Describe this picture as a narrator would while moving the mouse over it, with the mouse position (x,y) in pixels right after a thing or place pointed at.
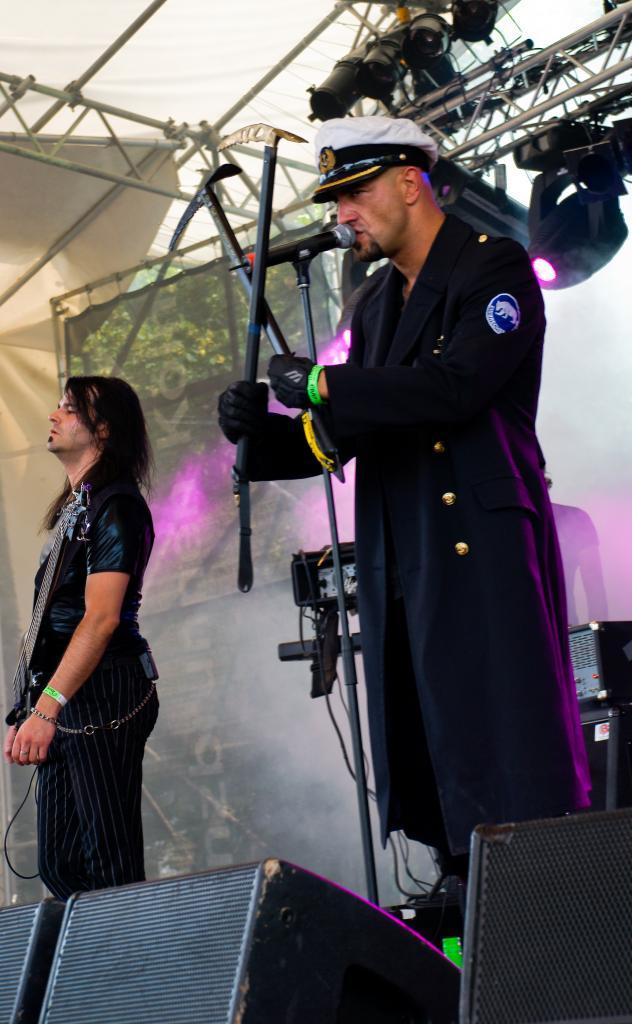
It looks like some concert there are two people (527,464) in the front (453,489) and around them there are many musical equipment (599,694) and behind them on the top (447,203) there are purple lights (587,233) focusing on them.
